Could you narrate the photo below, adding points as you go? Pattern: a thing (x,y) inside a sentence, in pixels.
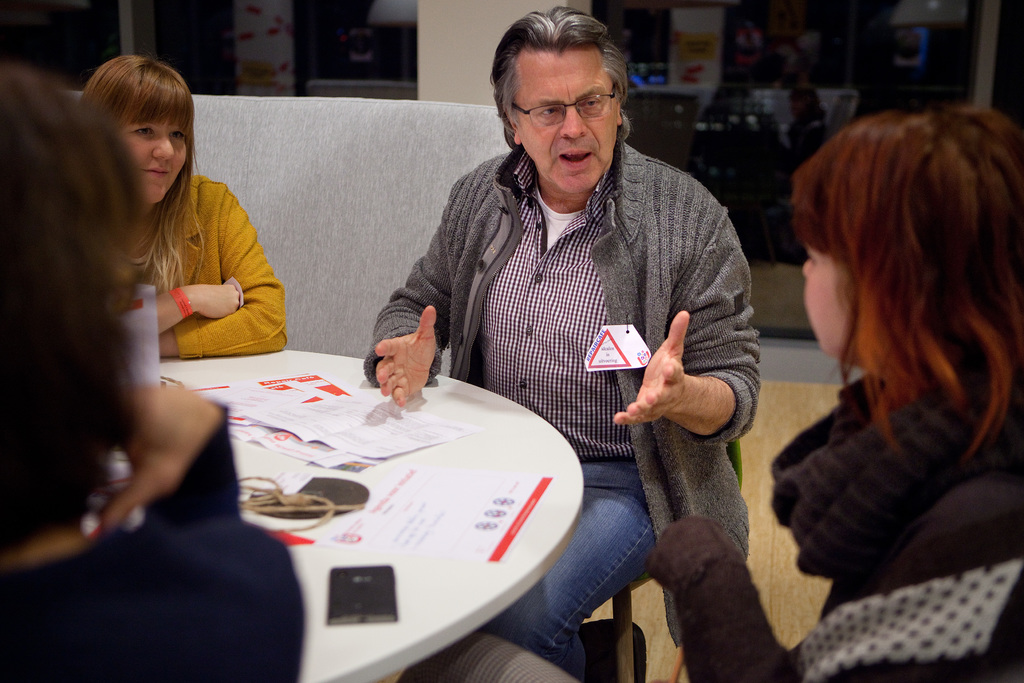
There are four members (624,317) around a table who are sitting in the chairs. On the table (412,479) there are some papers (448,511) and a mobile (358,587) was placed. In the background (336,182) there is a sofa (339,132) and a wall (445,39) here.
